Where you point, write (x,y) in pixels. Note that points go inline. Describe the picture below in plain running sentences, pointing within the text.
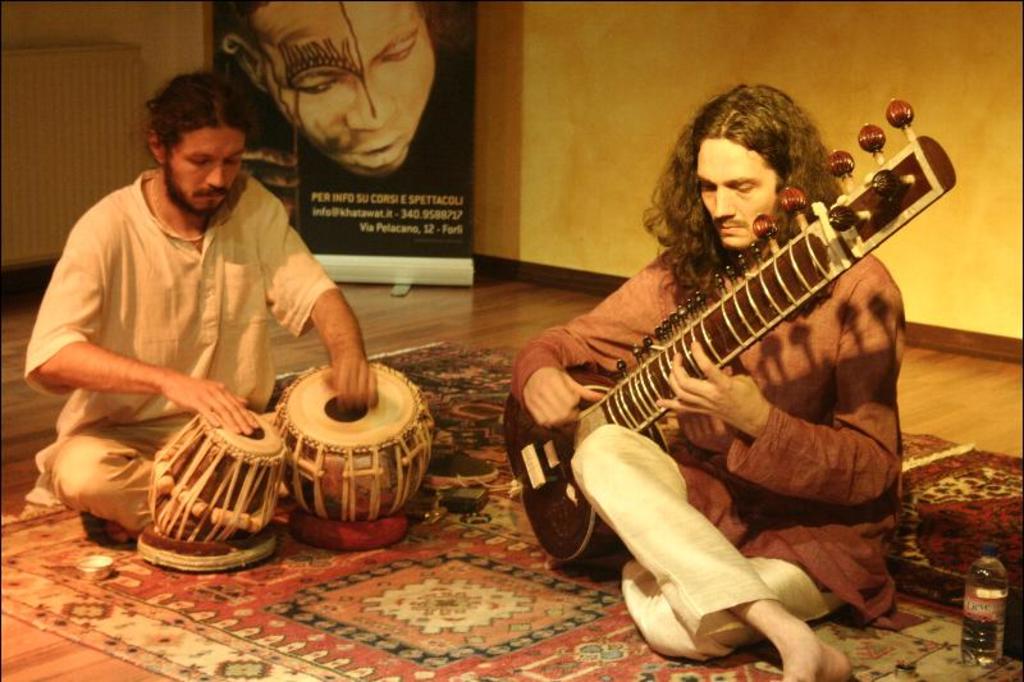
This 2 persons (630,466) are sitting on a carpet (518,592), playing musical instruments (397,428). There is a banner (327,138). A bottle (962,634) on carpet (514,605).
